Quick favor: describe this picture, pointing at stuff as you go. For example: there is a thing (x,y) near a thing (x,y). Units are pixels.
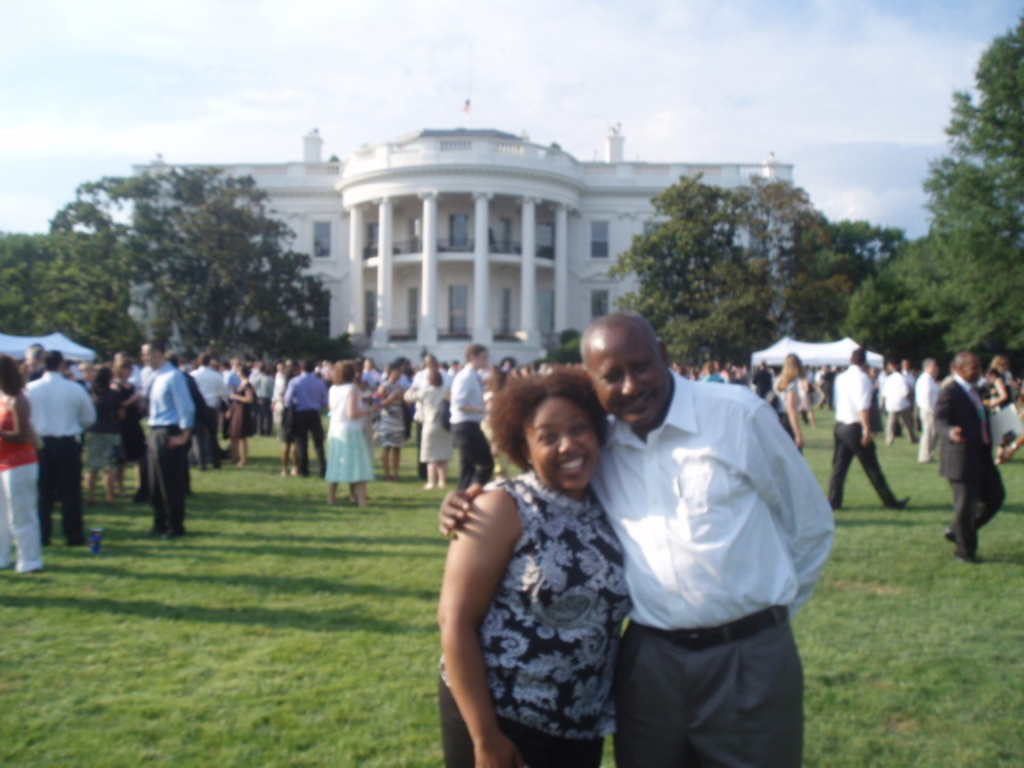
In this image we can see a crowd (632,466) standing on the ground (209,537). In the background (535,130) we can see sky (415,64) with clouds (349,60), trees (869,289), tents (771,359) and a building (483,207).
